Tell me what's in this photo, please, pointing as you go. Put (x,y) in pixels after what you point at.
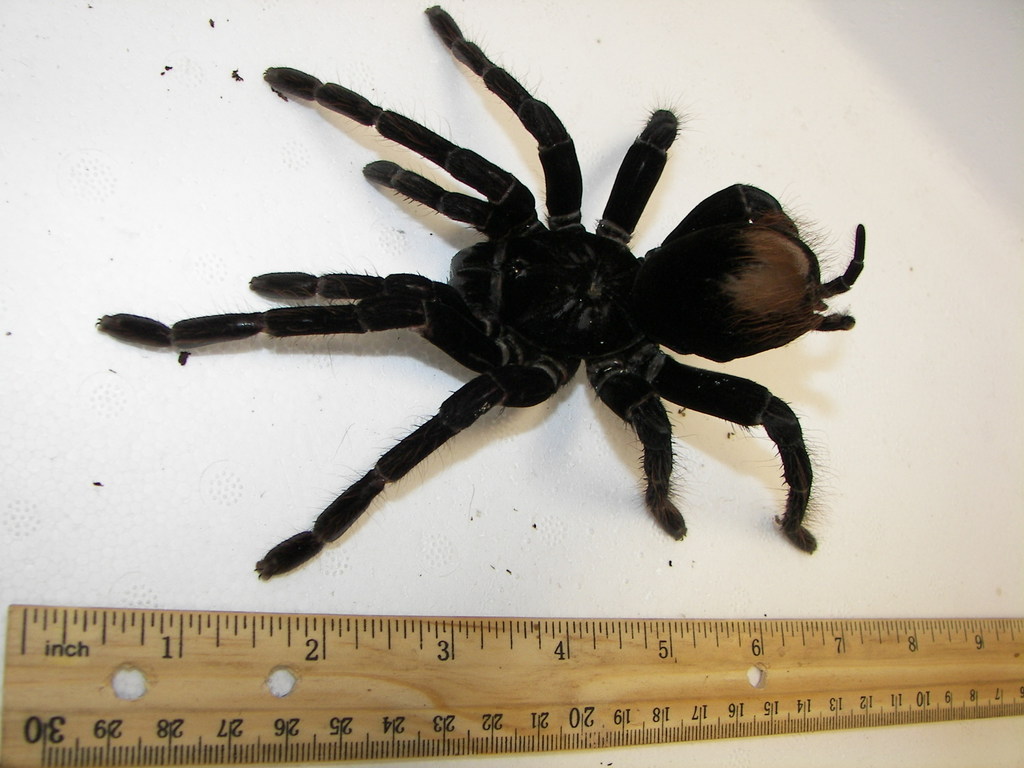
In this image there is a spider (419,449) and a scale (366,672).
